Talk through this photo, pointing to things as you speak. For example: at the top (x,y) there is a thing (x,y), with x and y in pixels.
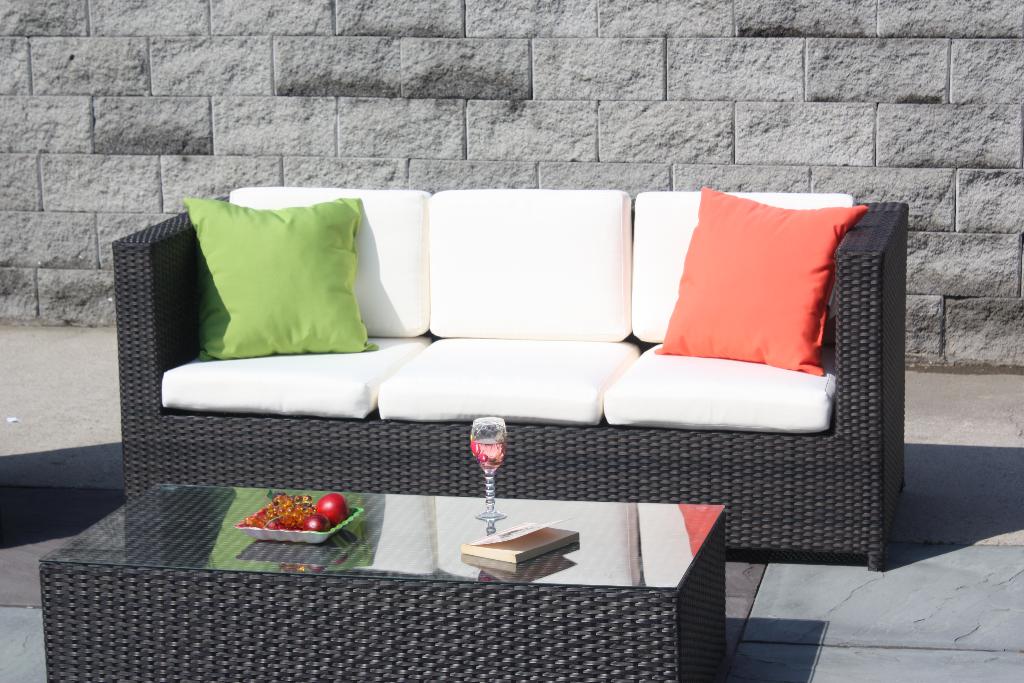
In this image I see a couch (473,375) which is of white and black in color and I see 2 cushions (335,289) which are of green and orange in color and I see a table (320,601) over here on which there is a glass (498,459) and 2 things (242,526) over here. In the background (989,24) I see the wall (989,24) and I see the path (908,539).
